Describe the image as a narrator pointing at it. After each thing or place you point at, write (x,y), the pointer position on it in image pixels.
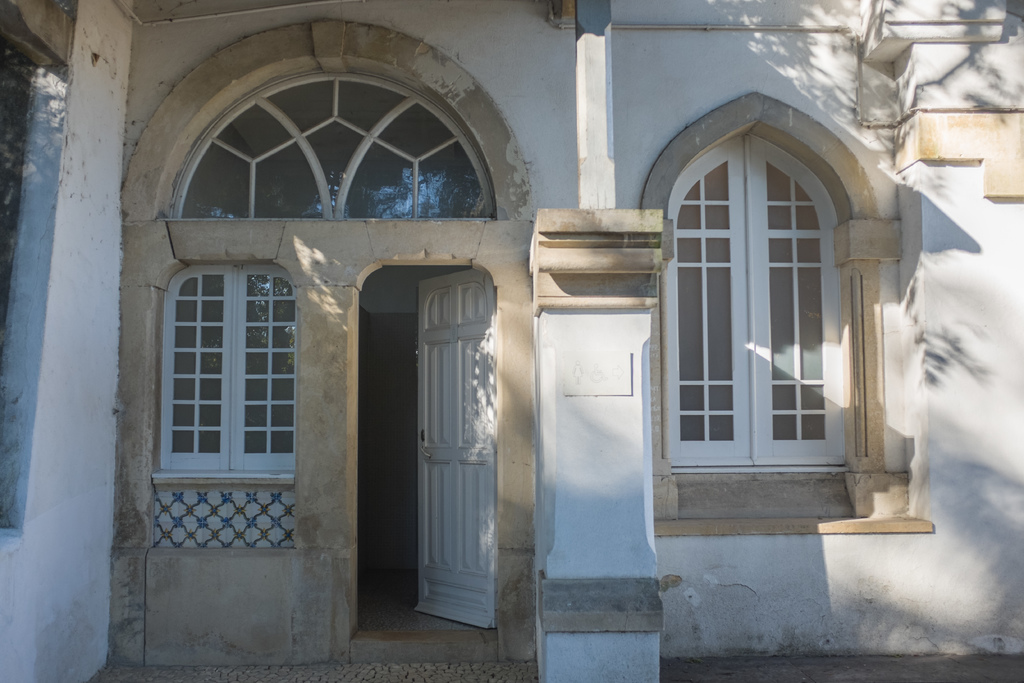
In the center of the image (403,271) there is a house (252,538). There is a door (423,321). There is a window (693,369).
